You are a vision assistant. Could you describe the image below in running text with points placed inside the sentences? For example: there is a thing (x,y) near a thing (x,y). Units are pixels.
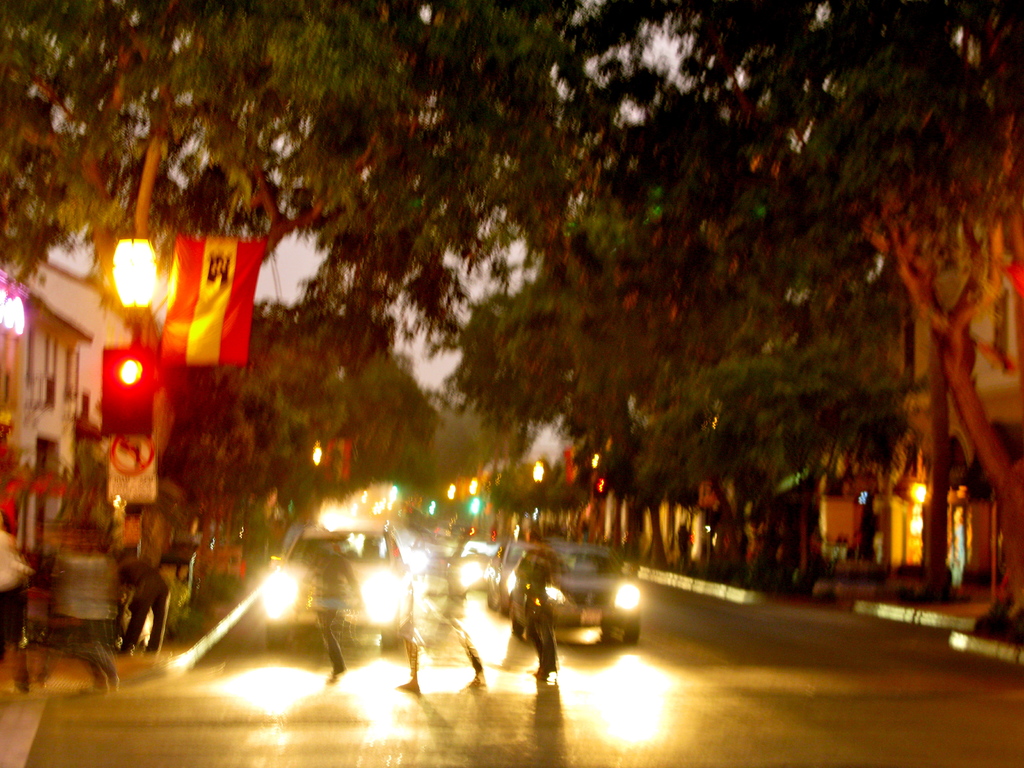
In the foreground (295,612) I can see a crowd (428,621) and fleets of cars (627,602) on the road (550,692). In the background (821,434) I can see trees (462,397), buildings (90,353), boards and light poles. This image is taken during night.
